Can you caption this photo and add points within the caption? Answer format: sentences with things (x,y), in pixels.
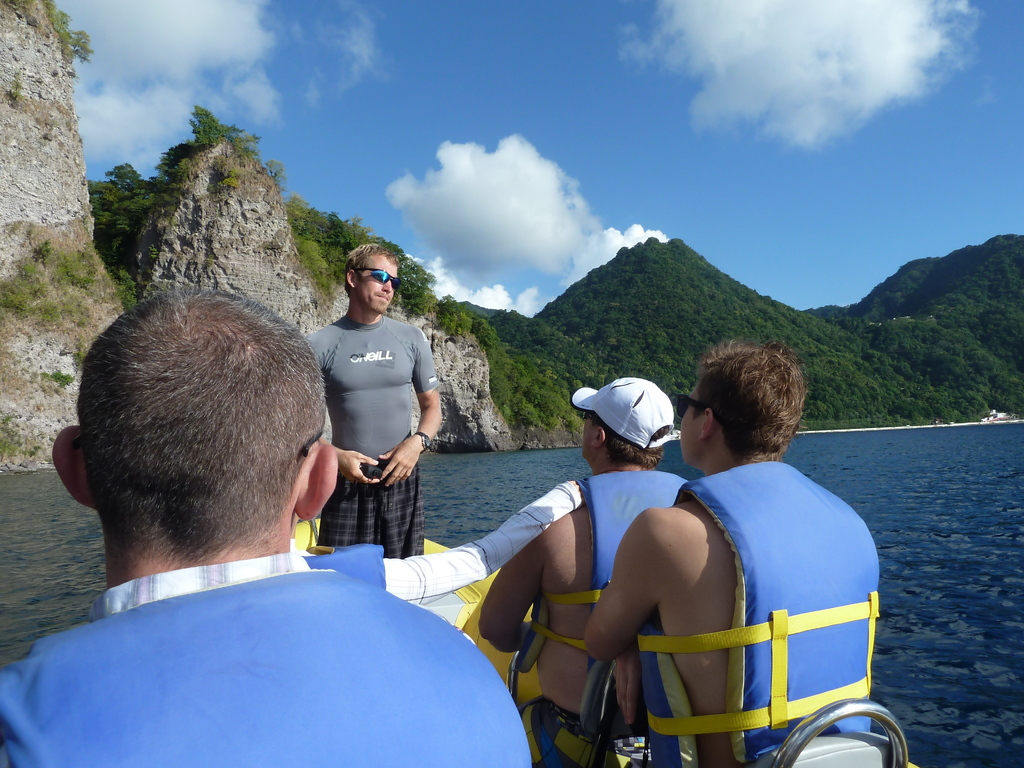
This is an outside view. Here I can see a man (373,413) standing on the boat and few people (596,477) are sitting and looking at the man (364,424) who is standing. In the background (912,575) there is a river (912,474) and also I can see few mountains (630,309) along with the trees (637,294). At the top of the image (508,69) I can see the sky (567,156) and clouds (533,196).
